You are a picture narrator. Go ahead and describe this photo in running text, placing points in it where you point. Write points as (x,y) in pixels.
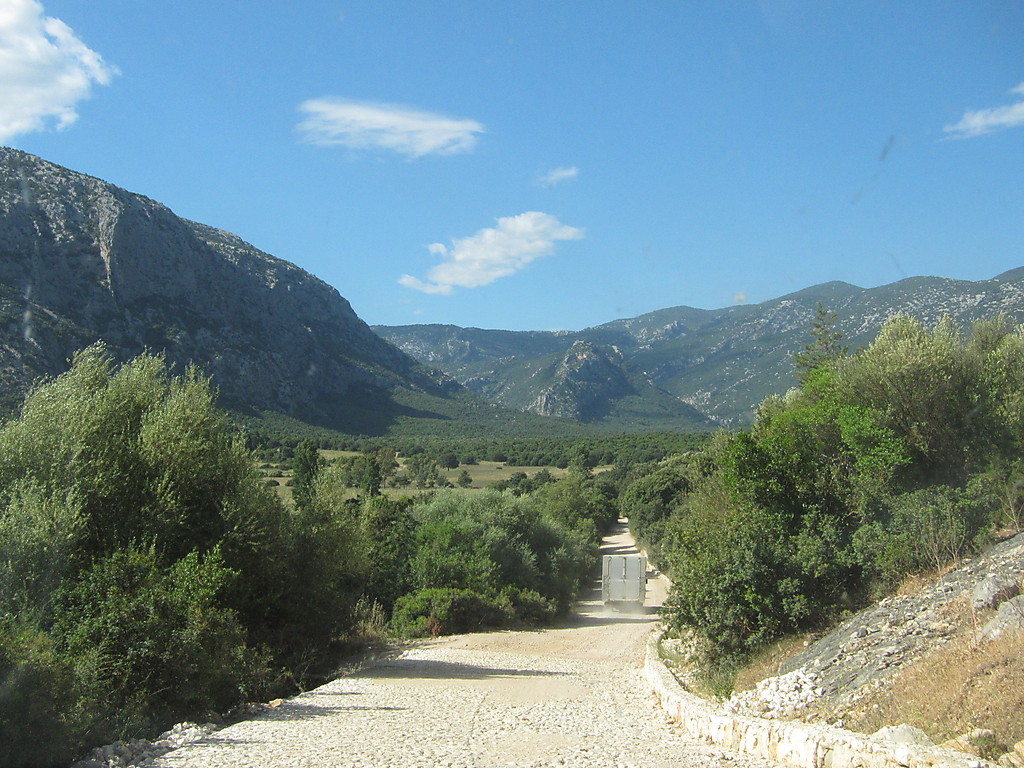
In this picture I can see trees (370,545), road (560,625) on which I can see a vehicle (627,591). In the background (597,382) I can see mountain (606,357) and sky (488,151).
